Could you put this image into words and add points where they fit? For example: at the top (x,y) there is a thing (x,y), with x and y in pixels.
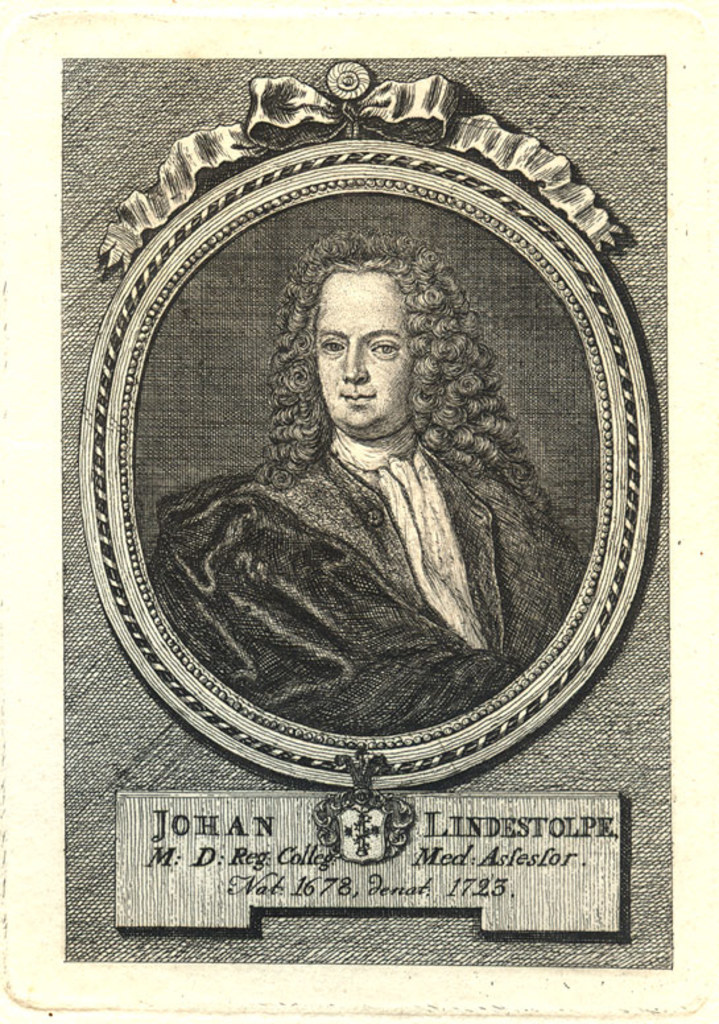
A portrait painting of a person (309,501). There are some details (191,863) below the photo.
